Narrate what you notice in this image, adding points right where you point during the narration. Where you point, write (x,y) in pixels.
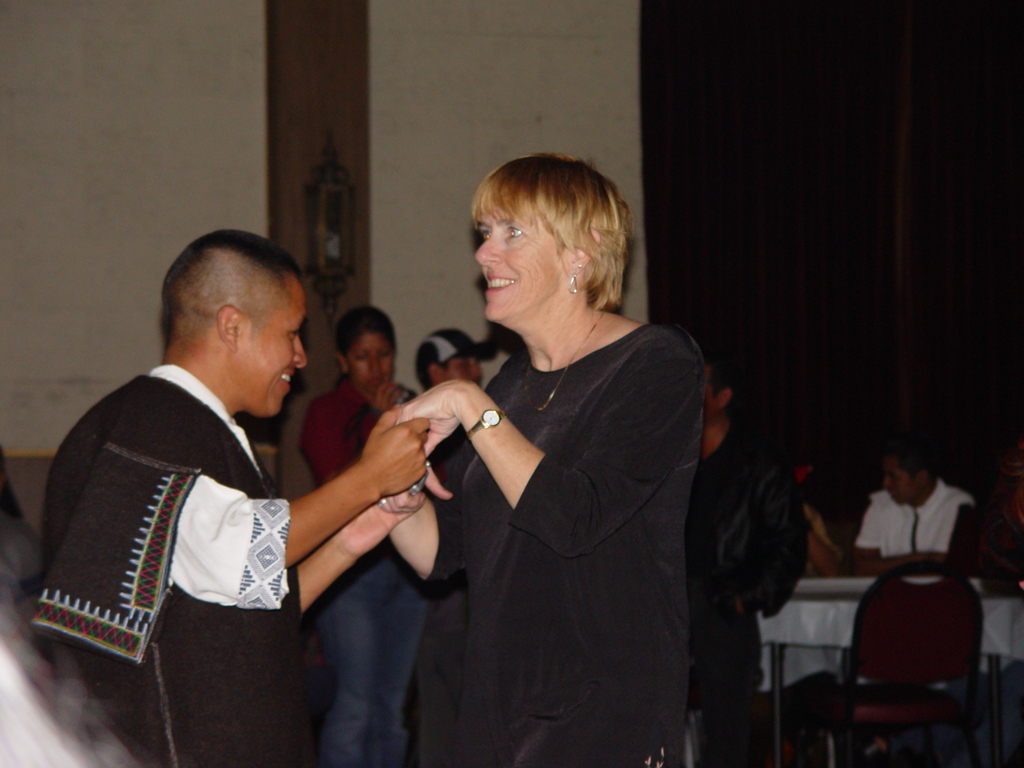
In this image, There are two persons (587,520) standing and holding their hands (431,471), In the right side (906,641) there is a red color chair (907,628) and a table (853,607) which is covered by a white cloth (836,580) and a person (906,523) sitting on the chair (923,637), In the background (711,450) there are some persons (391,338) standing and there is a white color wall (255,149).
